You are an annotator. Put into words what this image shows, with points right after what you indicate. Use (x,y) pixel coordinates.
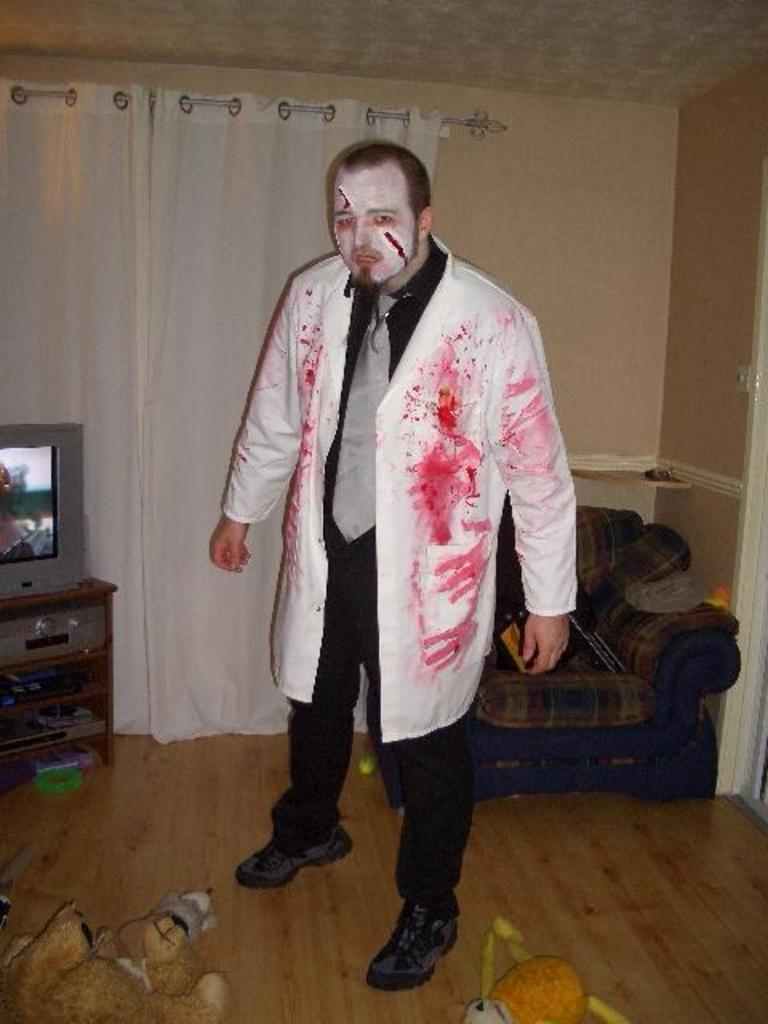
In this image we can see a man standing on the floor (231,958). In addition to this we can also see soft toys (560,1013) dropped on the floor (248,952), television set (79,541), television cabinet (71,615), curtain (154,442), walls (544,334) and a couch (624,628).
